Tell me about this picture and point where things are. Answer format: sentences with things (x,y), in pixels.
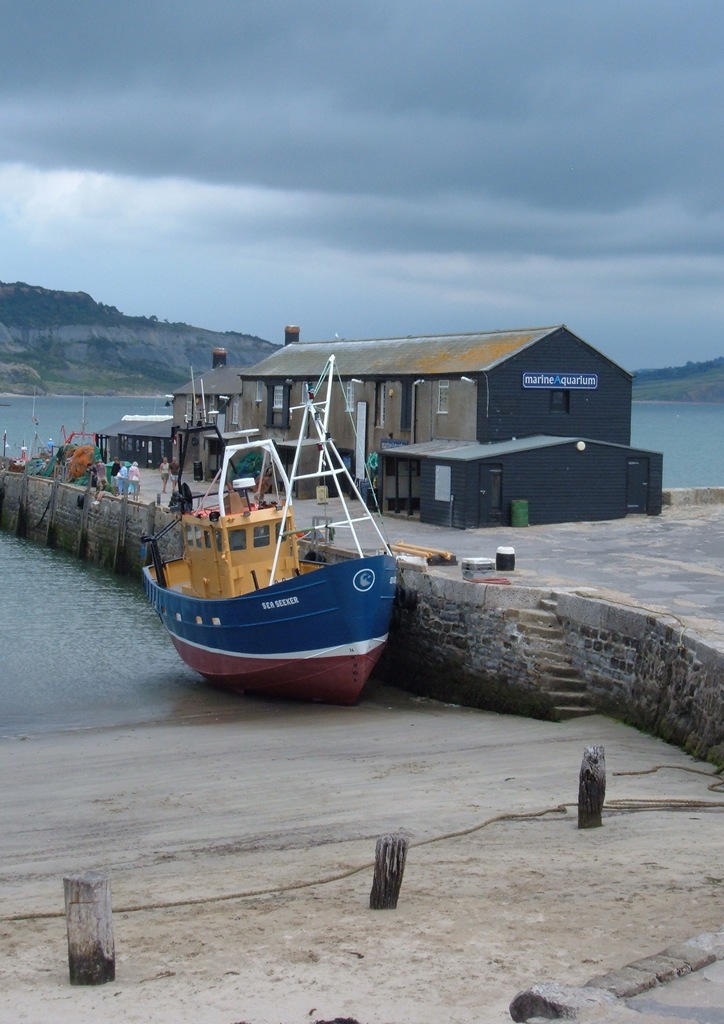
As we can see in the image there is a boat (293,618), water (24,624), house (150,444), few people (137,478) here and there, hills (38,317), sky (376,131) and clouds (519,50).
